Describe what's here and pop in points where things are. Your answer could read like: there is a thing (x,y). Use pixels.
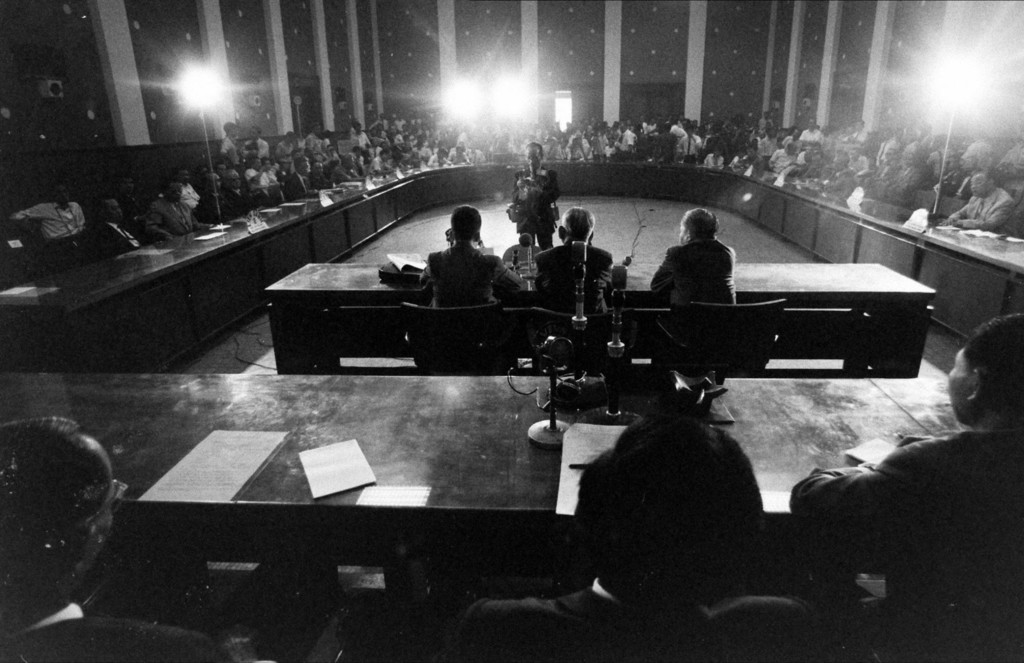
Group of people (437,155) sitting and few persons (566,142) are standing. We can see tables (91,285) and chairs (260,598), on the table (502,407) we can see papers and objects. On the background (532,42) we can see wall (402,88), pillars (280,108), lights (193,87).
